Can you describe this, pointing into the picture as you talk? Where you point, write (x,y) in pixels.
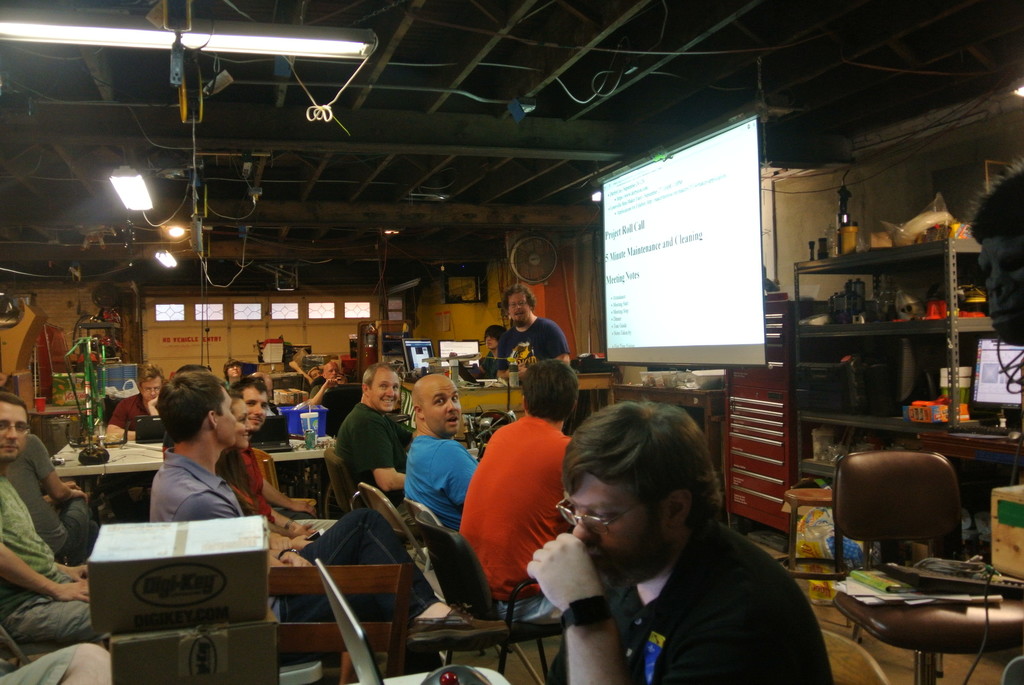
This picture is clicked inside a room (151,300). Here, we see many people (675,611) sitting on chair (509,603). On the right side of the picture (753,248), we see projector screen (607,197) with some text (624,318) displayed on it. In front of that, we see a man (546,339) in blue t-shirt (505,349) is standing near table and on table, we see two laptops (419,344). Behind them, we see a yellow wall (437,344). On the top of the picture (296,102), we see the ceiling (479,146) of that room (433,138).
